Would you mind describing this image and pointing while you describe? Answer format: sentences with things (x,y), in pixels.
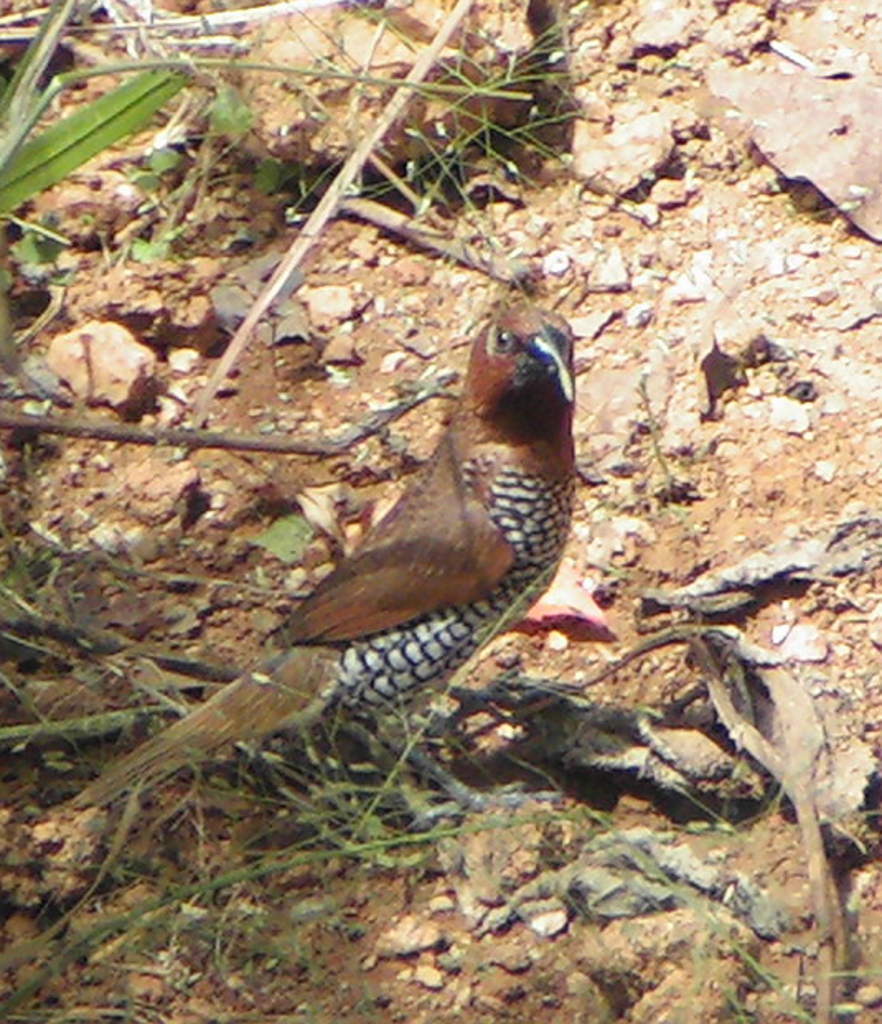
In the image we can see there is a bird (413,502) standing on the ground (418,935) and there are stone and small plants (141,239) on the ground (351,911).
